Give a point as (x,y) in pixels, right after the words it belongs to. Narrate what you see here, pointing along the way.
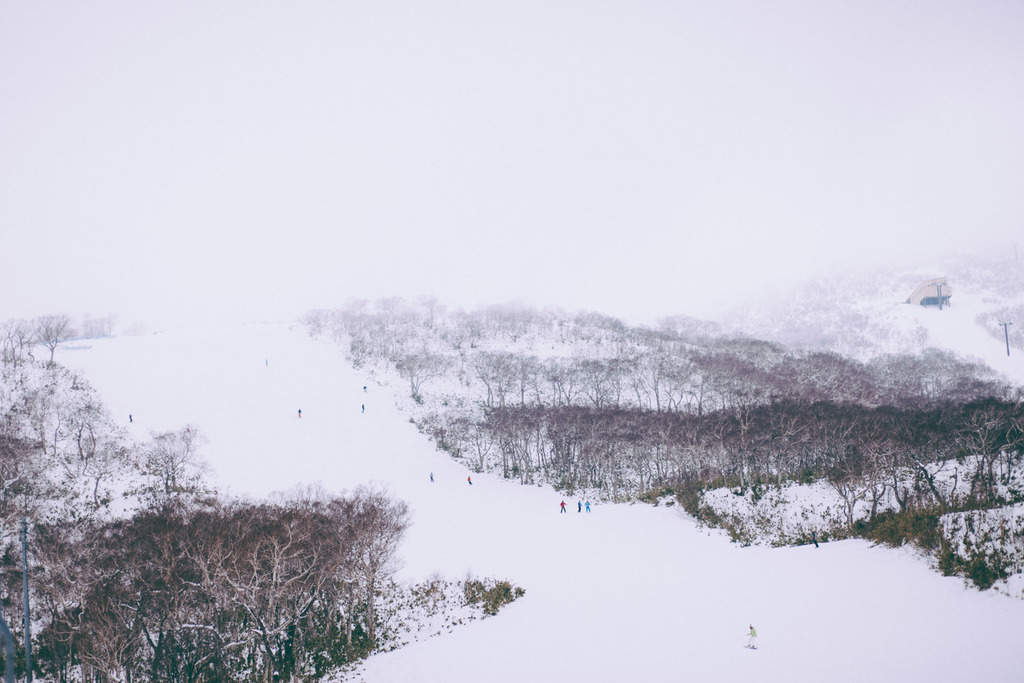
In this image we can see sky (118,117), persons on the snow (535,577), electric pole (1007,348) and trees (67,548).
